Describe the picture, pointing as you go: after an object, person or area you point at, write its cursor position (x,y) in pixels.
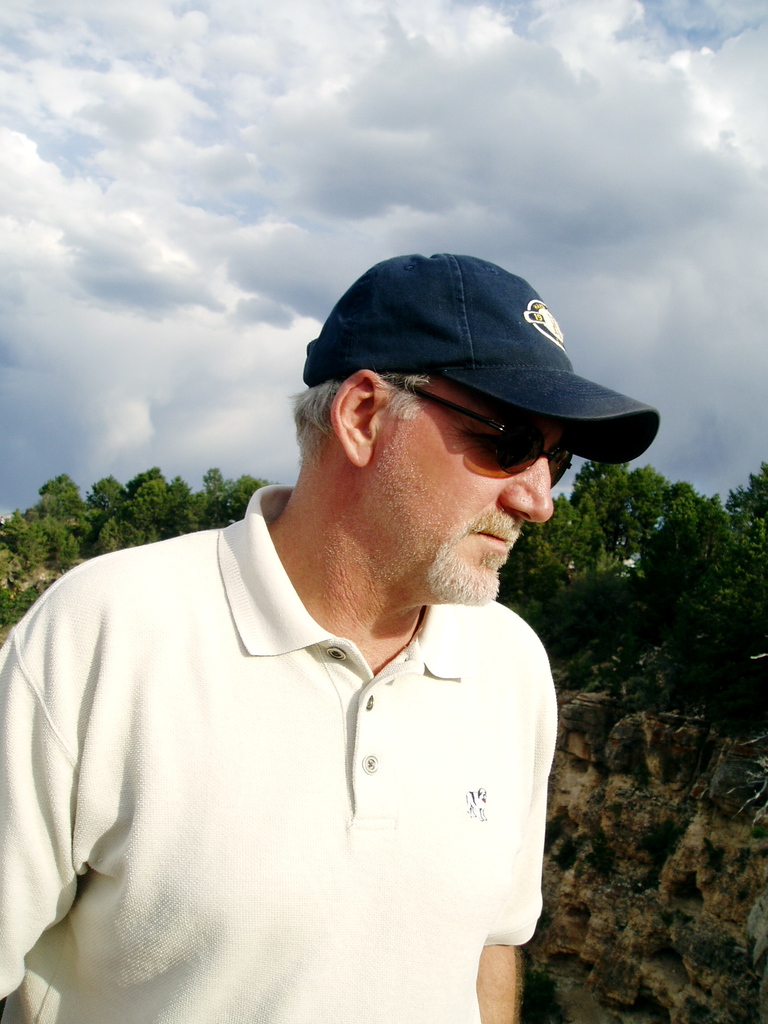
In this image we can see a person (404,529) wearing a cap (493,306) and in the background (250,353), we can see trees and sky (345,240).
